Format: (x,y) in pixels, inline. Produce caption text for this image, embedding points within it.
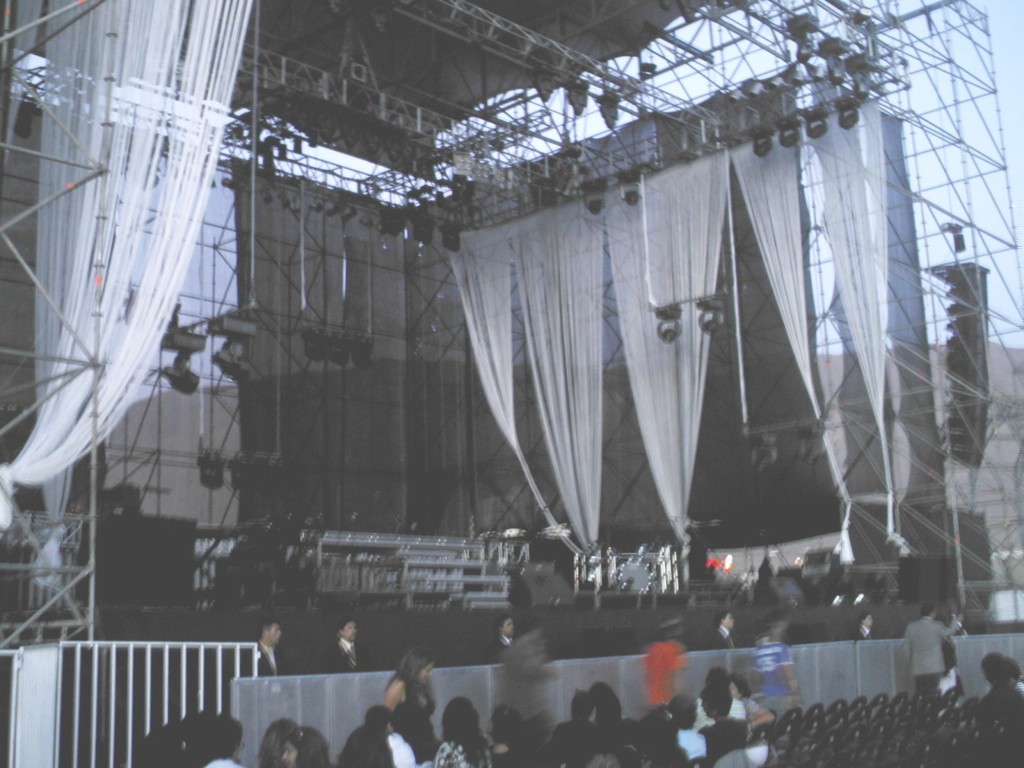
In this image, I can see few people (563,729) sitting and few people (944,644) standing. These are the barricades (565,681). This looks like a stage (502,592) with few objects (363,557) on it. I can see the white clothes (662,204) hanging. I think these are the show lights (470,205), which are attached to the lighting trusses (761,132).
